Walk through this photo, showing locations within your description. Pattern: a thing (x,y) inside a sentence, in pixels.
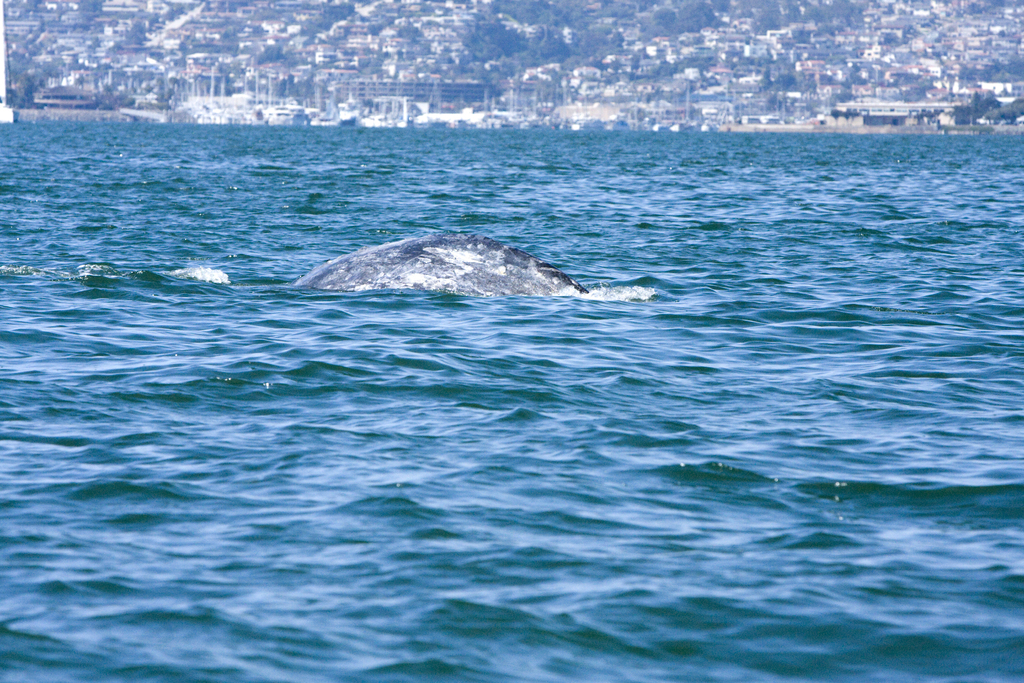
In the picture we can see water (468,406), in the background (541,96) there are some houses (645,93), trees (550,43).
